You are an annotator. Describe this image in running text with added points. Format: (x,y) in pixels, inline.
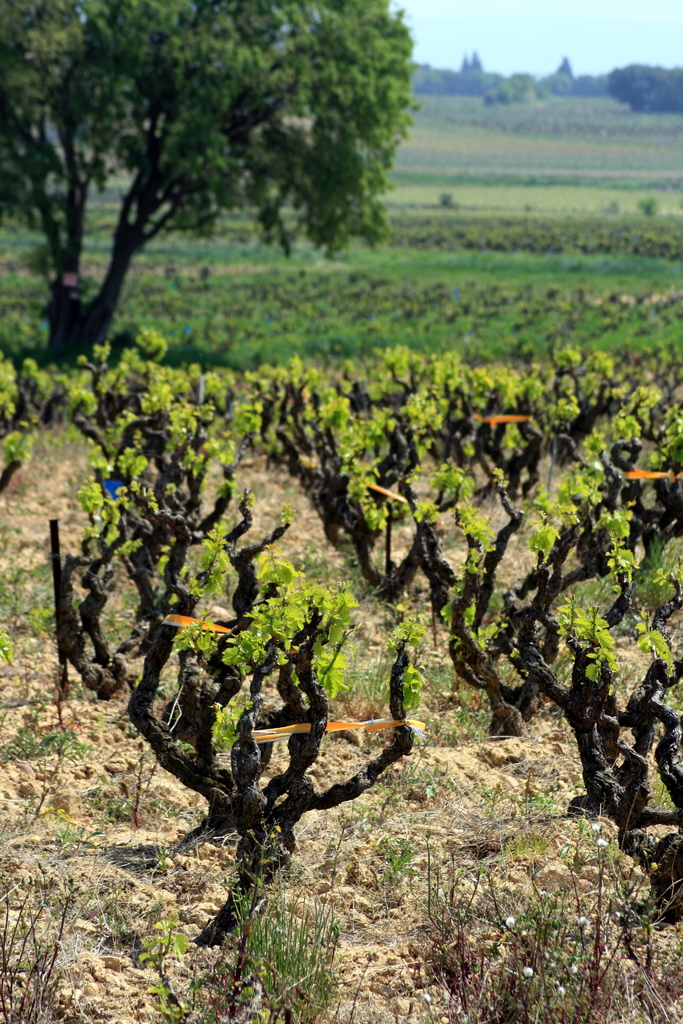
This image is taken outdoor. At the bottom of the image (142,919) there is a ground (128,976) with grass (490,868) on it. At the top of the image (510,53) there is a sky (523,35) with clouds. In the background (512,84) there are a few trees (513,91). In the middle of the image (368,378) there is a tree (308,209) and there are many plants (462,464) on the ground (450,174).
